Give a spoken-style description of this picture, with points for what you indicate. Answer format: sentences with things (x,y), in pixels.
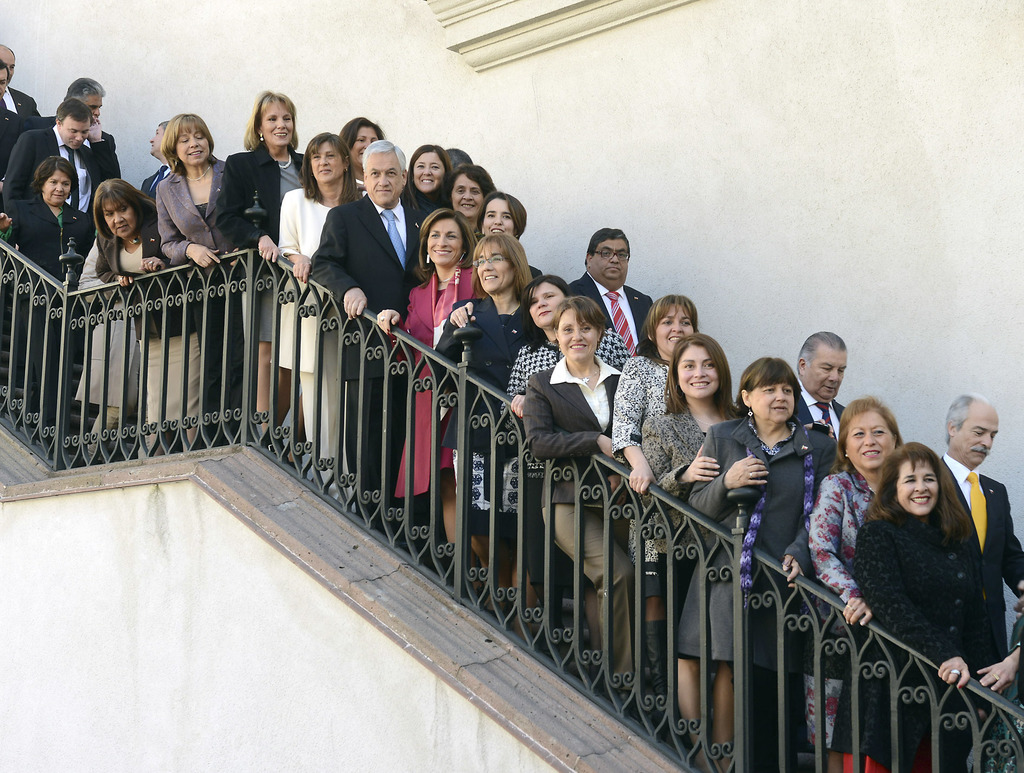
In this picture I can observe some people (359,282) standing on the staircase (246,246). There are men (359,234) and women (427,268) in this picture. Beside them I can observe railing (161,413). In the background (876,298) I can observe wall (661,203).
